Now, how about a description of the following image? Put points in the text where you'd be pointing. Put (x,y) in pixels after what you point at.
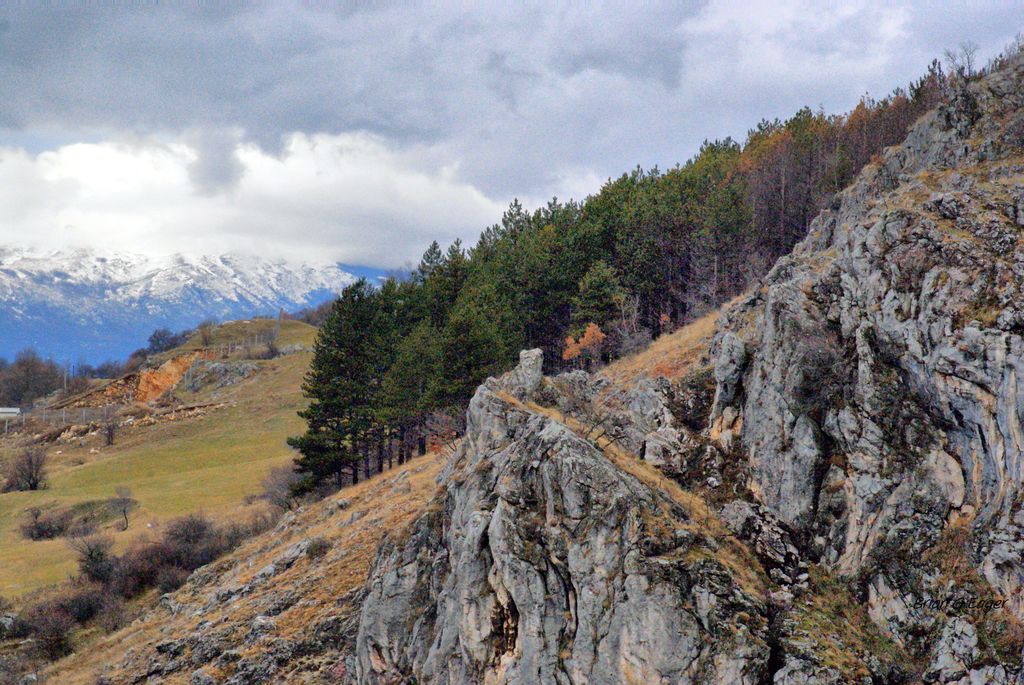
On the right side (698,627), there are trees (346,395), plants (269,591) and rocks (493,391) on a mountain (991,271). In the background (227,398), there are trees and grass (257,341) on a mountain (254,345) and there are clouds (547,71) in the sky (483,61).
